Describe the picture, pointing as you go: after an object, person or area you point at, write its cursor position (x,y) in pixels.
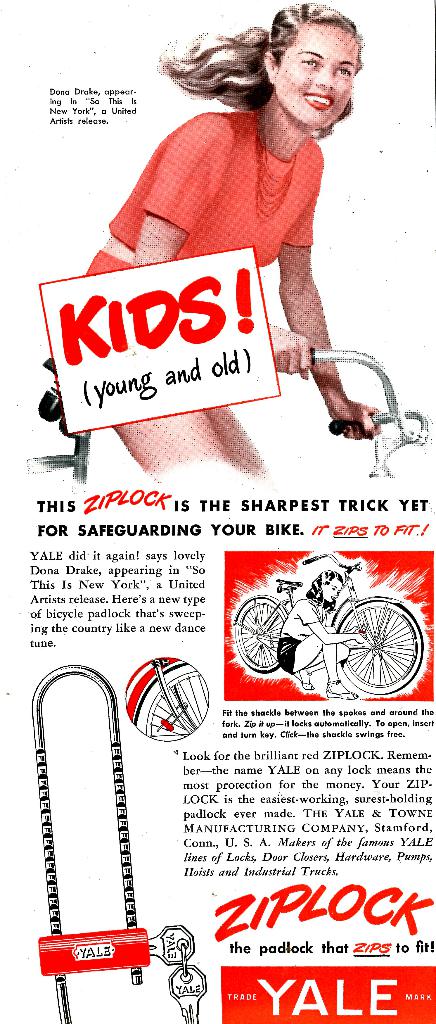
In the picture we can see a magazine (191,525) with a image of a girl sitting on the bicycle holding the handle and beside her we can see written as kids young and old and under it also we can see some information with images (42,746) of lock (42,726) and keys (167,937).
